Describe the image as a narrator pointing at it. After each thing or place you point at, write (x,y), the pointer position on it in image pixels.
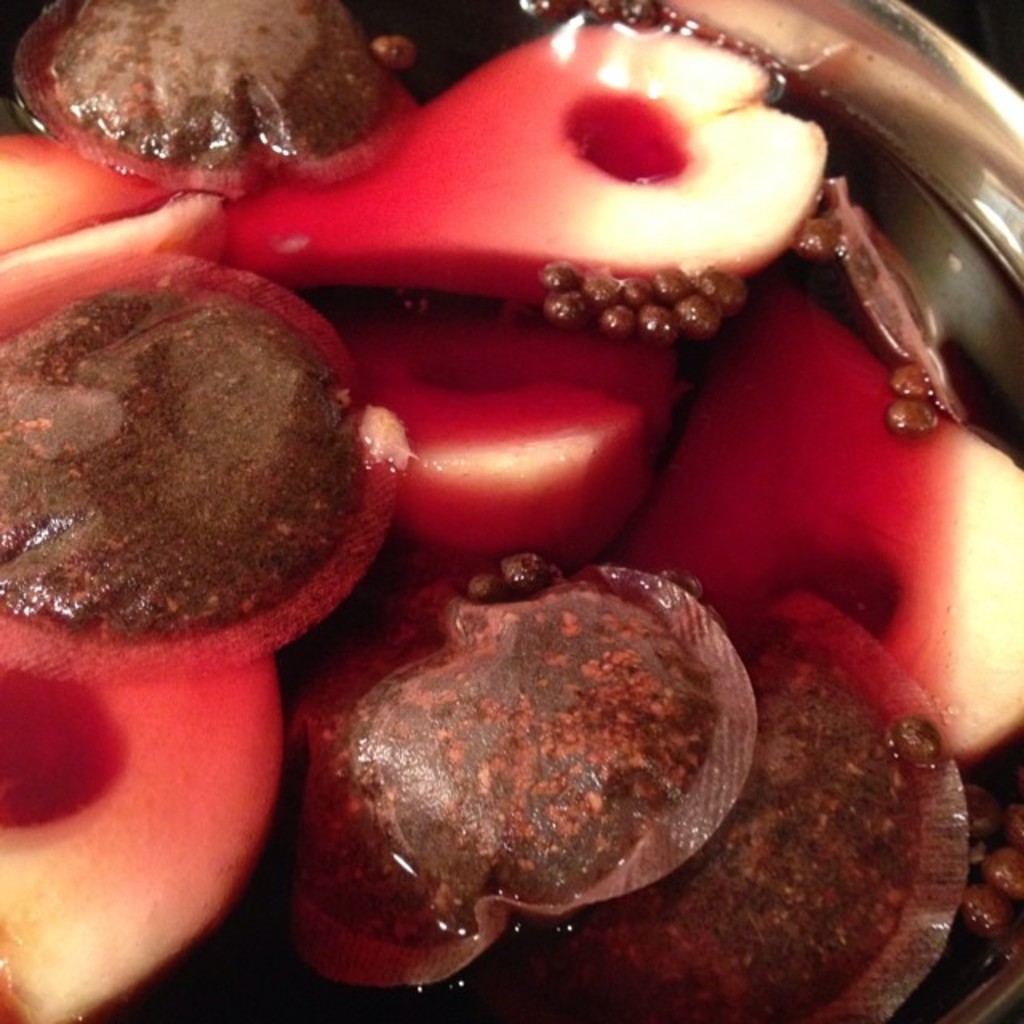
In this picture we can see water (466,301) and fruits (512,288) in the bowl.
